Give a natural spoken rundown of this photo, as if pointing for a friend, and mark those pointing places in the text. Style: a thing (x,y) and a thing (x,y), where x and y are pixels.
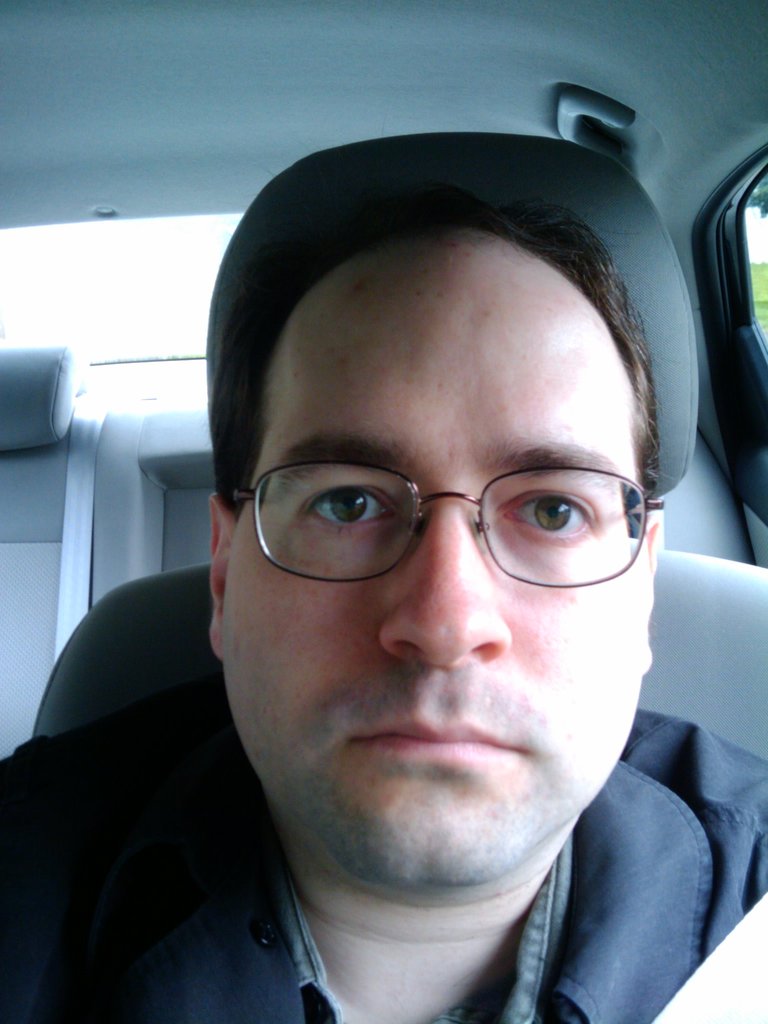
In this image we can see a person (558,940) sitting inside a vehicle (737,503). In the background (82,493), we can see a seat belt (82,482).
